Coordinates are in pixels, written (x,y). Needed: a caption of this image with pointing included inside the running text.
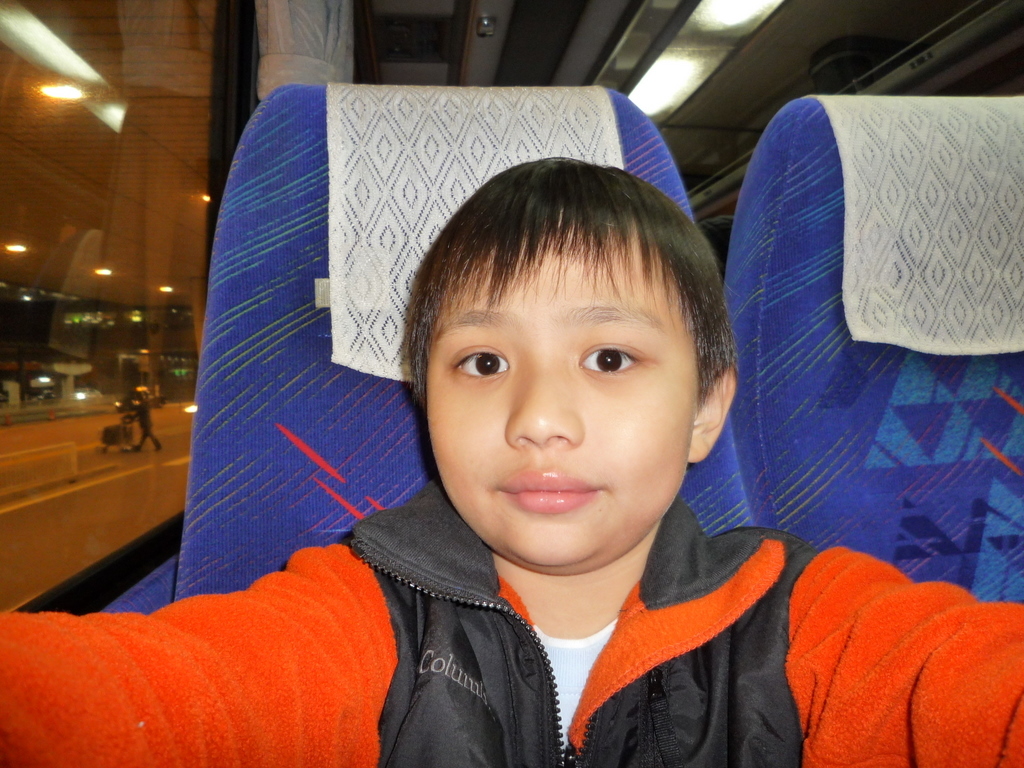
In this picture we can see a boy (703,564) wore a jacket (331,559) and sitting on a seat (732,414) and in the background (61,80) we can see lights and a person (134,420) walking on the road (79,416).
